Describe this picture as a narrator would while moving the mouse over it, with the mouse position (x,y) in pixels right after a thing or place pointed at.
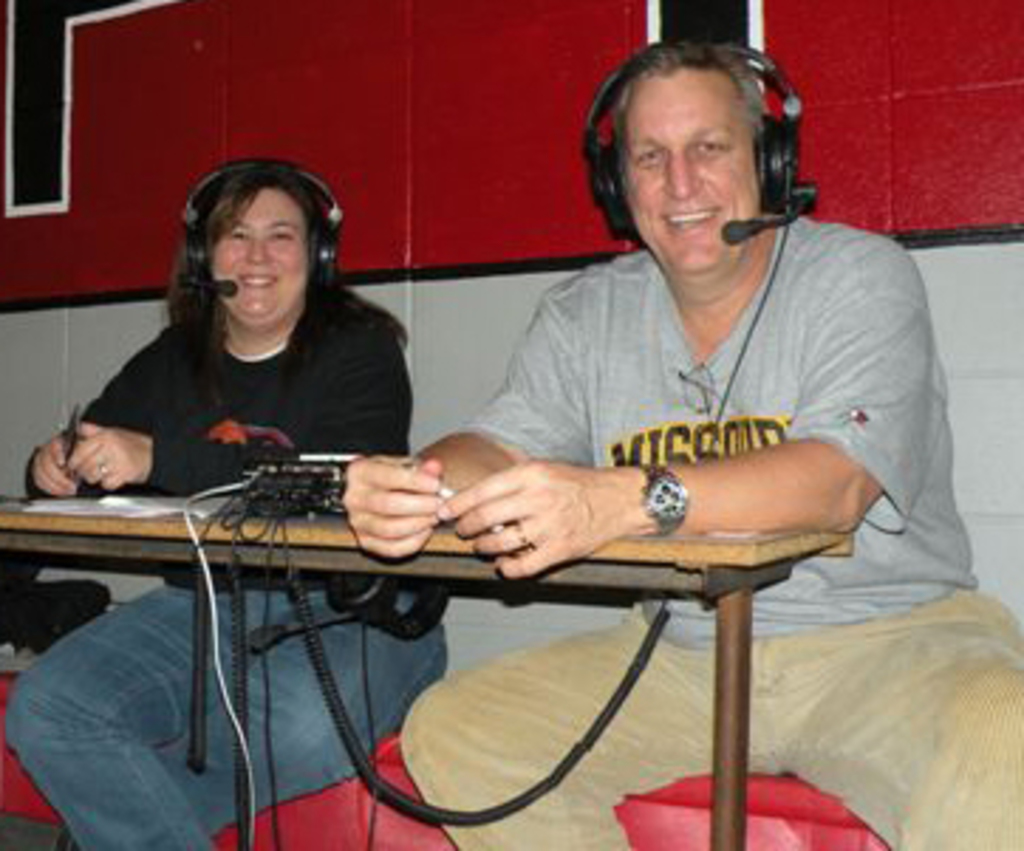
In this image I can see two people (438,698) sitting and wearing headphones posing for the picture. I can see a table (639,549) in front of them. I can see some wires (364,649) connected to a device (315,482) on the table (332,541). I can see a wall (303,98) behind them.
